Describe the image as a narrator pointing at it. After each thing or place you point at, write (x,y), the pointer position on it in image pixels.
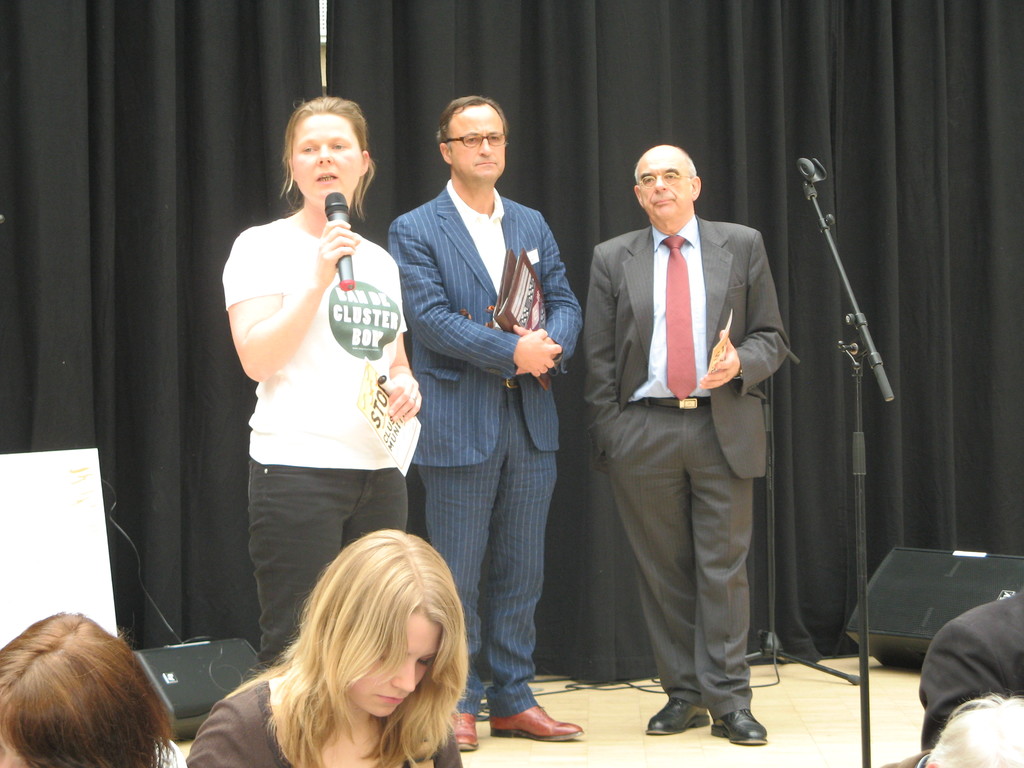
This is the picture taken on a stage (634,696). The woman (331,407) in white t shirt (328,378) was holding a microphone (338,218) and explaining something to the right side of the woman (389,333) the man (438,331) in blue blazer (469,326) was holding a file (515,319) and the man (590,355) in black blazer (627,324) was holding a paper (716,350). In front of the people (653,338) there is a stand (857,370) and few people (321,723) are sitting below the stage (538,754). Behind the people (453,345) there is a curtain (804,91) in black color.
